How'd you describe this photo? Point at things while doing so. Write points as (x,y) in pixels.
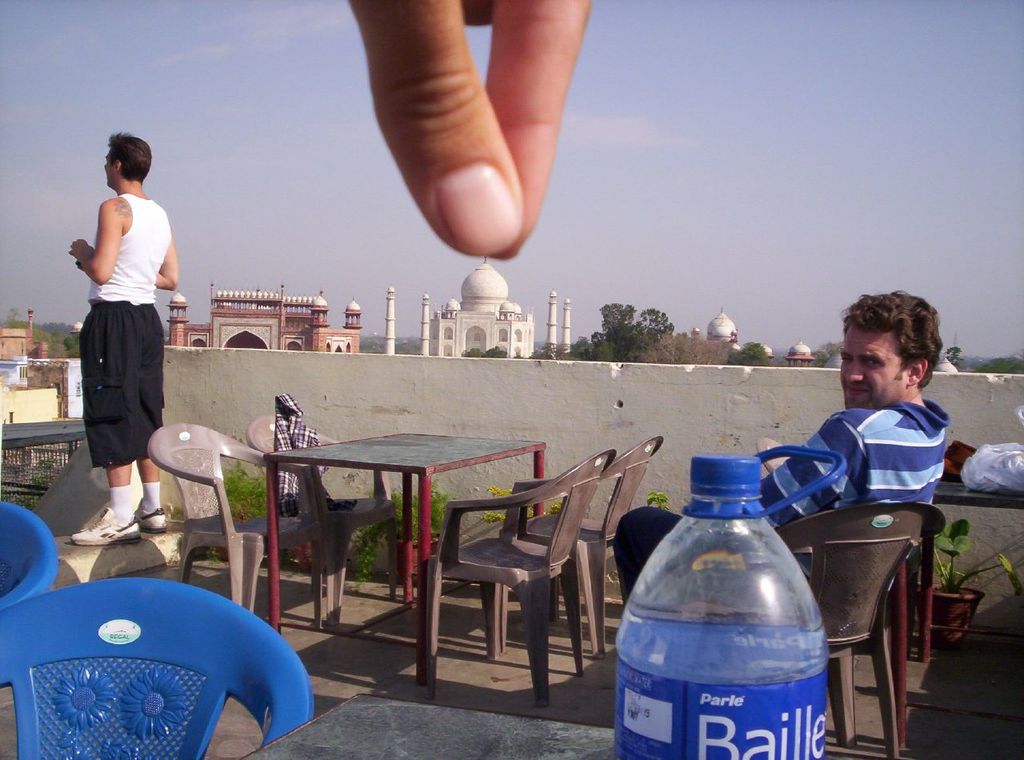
In this image I can see a person (628,535) is sitting on the chair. On the left side (74,253) the man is standing. There is a table (424,456) and a chair (511,500). On the table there is a water bottle (724,649). At the back side (473,334) there is a Taj Mahal (473,320) and a fort (252,322). There are trees (611,307). The Taj Mahal (484,325) is in white color.
